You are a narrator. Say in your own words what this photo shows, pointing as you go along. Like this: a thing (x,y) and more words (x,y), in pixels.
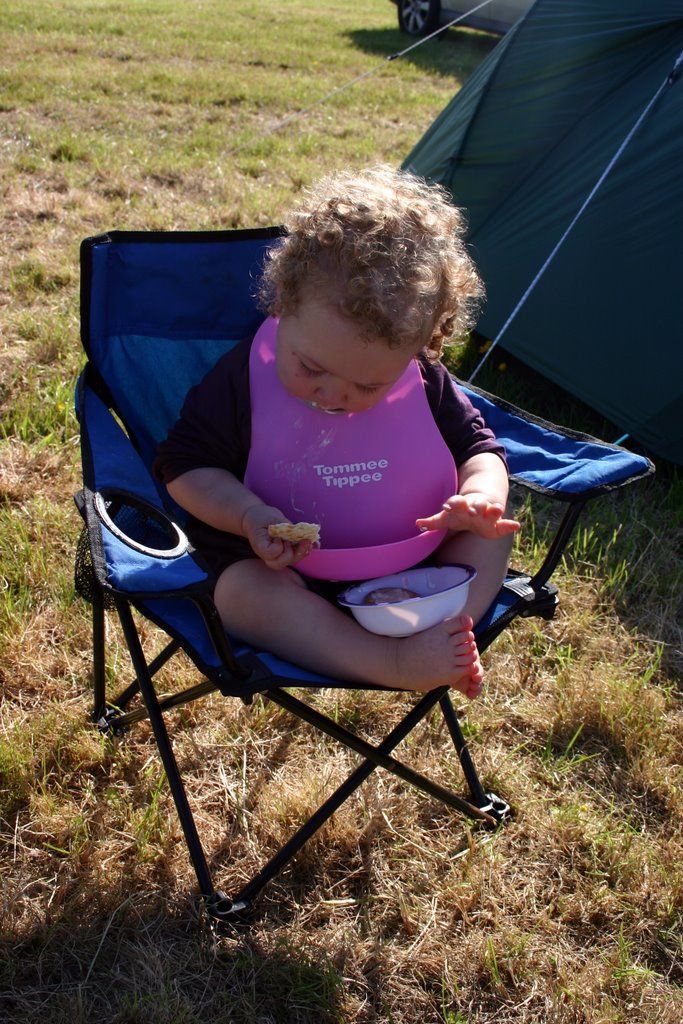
In this image a kid (282,363) is seated on the chair (153,560) and he is eating, in the background (578,177) we can see tent (534,33) and a vehicle (420,25).
